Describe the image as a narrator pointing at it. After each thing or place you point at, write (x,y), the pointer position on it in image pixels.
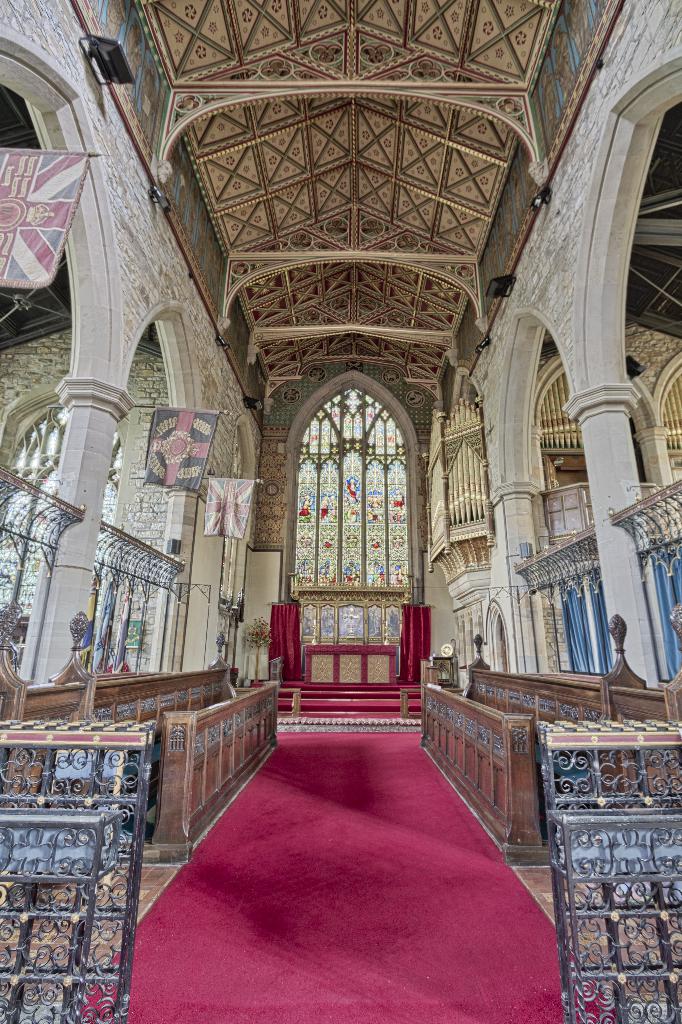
In this picture we can see pillars (610,409), banners (156,448), fence (7,743), carpet (247,865), curtains (297,641) and this is an inside view of a building (316,486).
